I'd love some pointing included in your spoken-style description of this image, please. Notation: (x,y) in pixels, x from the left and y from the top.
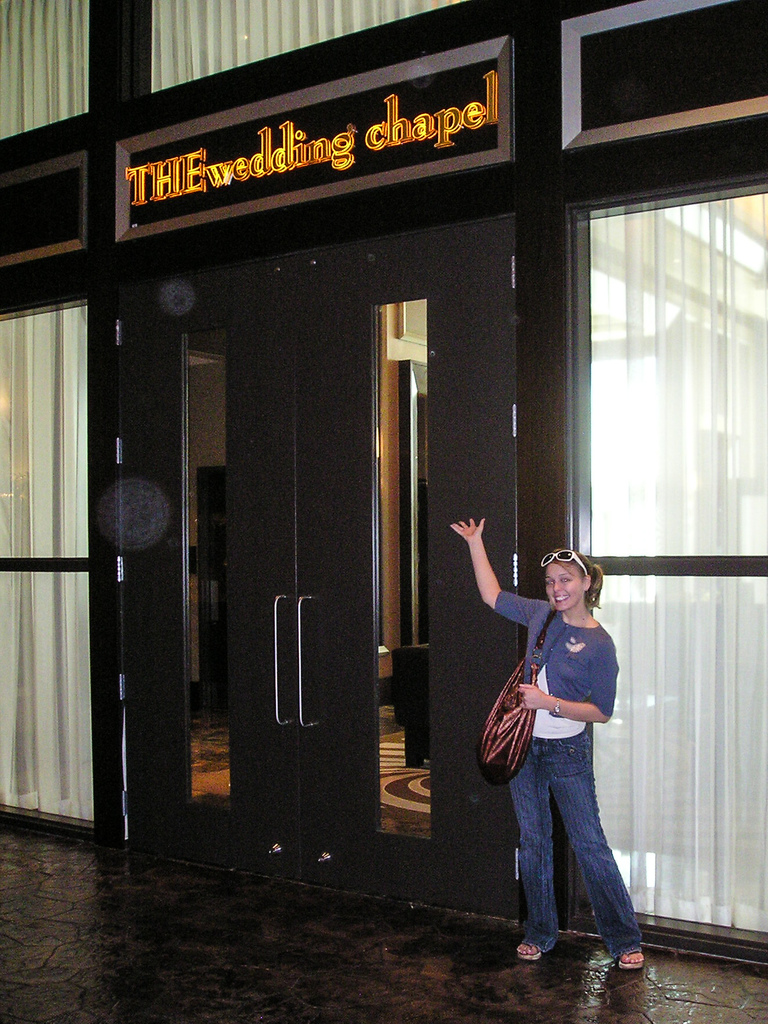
In the center of the image (503,598) we can see one person (530,749) is standing and she is smiling. And we can see she is wearing a bag (503,701) and glasses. In the background (224,624) there is a building (312,220), wall (590,150), door (443,470), glass (628,450), curtain (680,341) and one board (141,219) with some text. Through the glass (212,411), we can see a few other objects (203,492).
